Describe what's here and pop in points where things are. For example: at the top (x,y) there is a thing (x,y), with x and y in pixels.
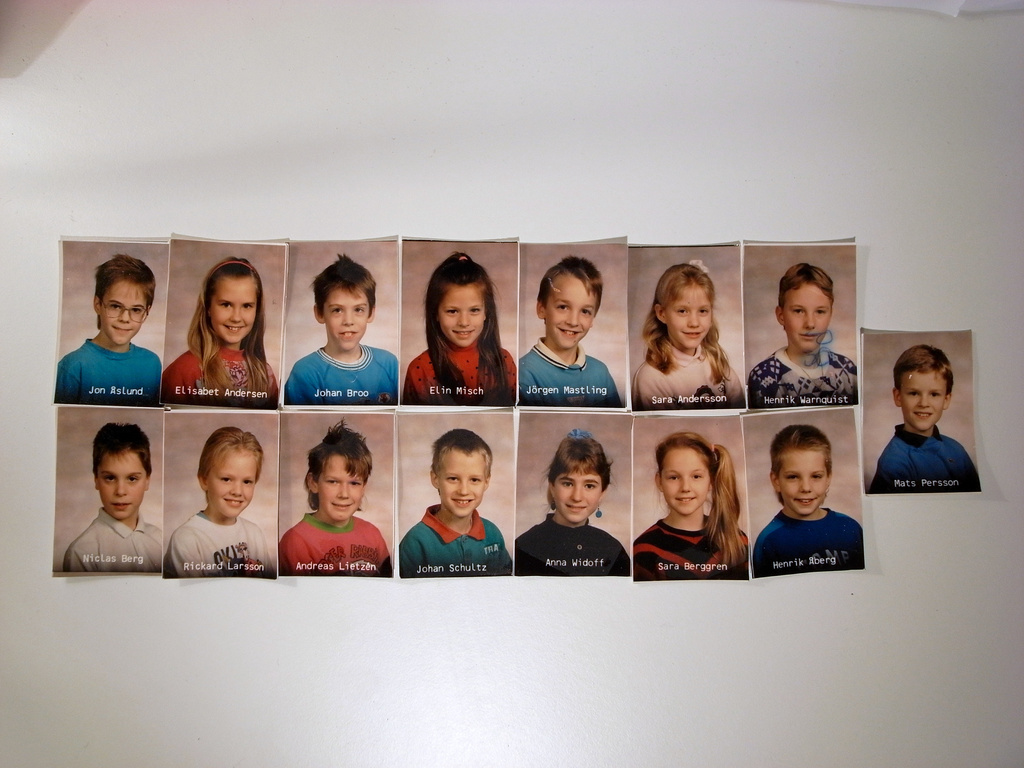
In this image I can see photographs (528,329) of some kids (716,508) sticking on to the wall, each photograph (673,382) is having some text (317,396) at the bottom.
